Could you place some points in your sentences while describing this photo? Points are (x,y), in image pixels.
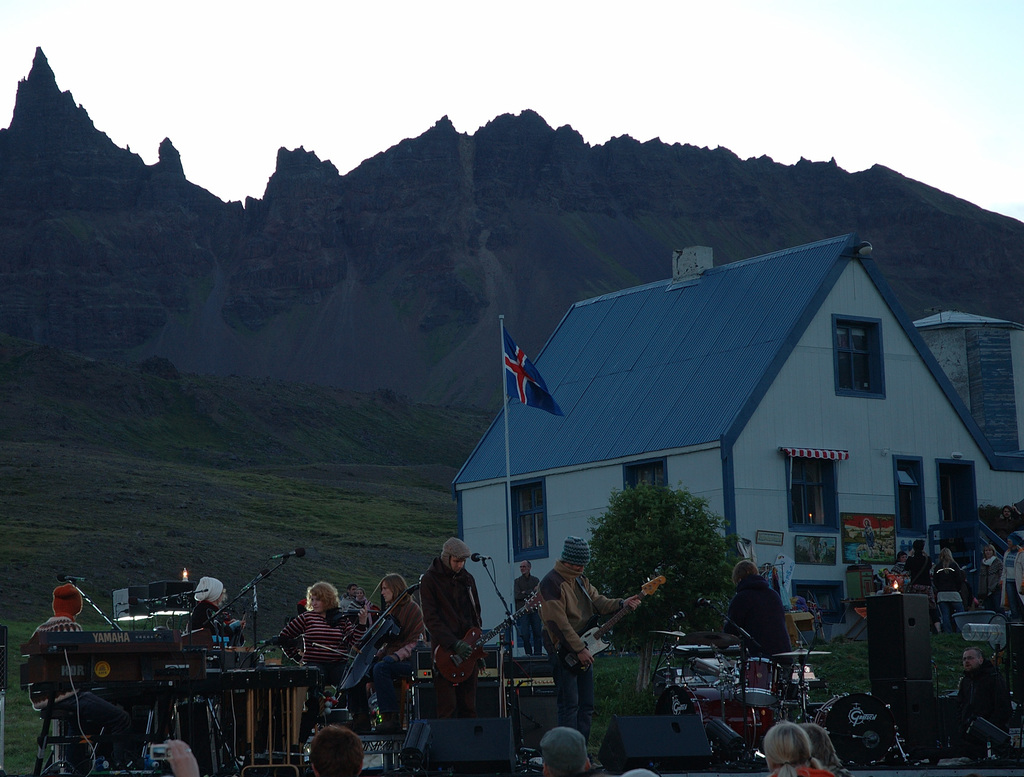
In this picture I can see few people (416,622) holding musical instruments (372,634). I can see a few people (920,582) standing on the right side (898,561). I can see the houses (753,400). I can see the flag (517,379). I can see hills (451,226) in the background (447,232). I can see clouds (580,76) in the sky (604,91).
